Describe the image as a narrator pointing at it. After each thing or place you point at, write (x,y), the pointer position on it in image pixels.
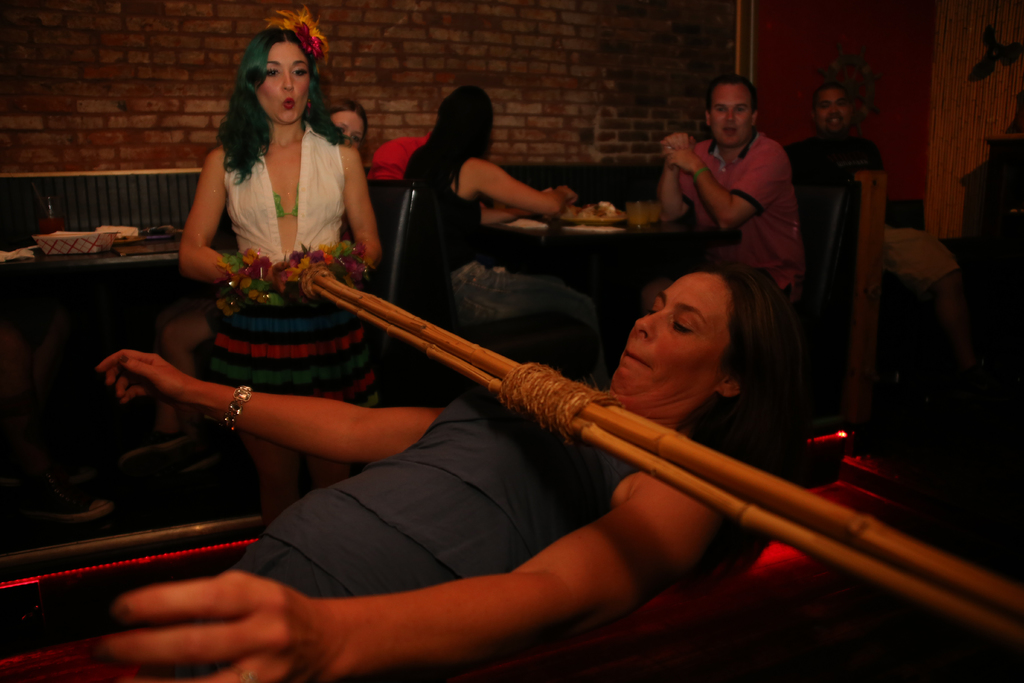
In this picture, we see the woman (288,196) is standing and she is holding the wooden sticks (423,338). In front of the picture, we see a woman (168,364). They might be performing. Behind them, we see the people (351,136) are sitting on the chairs (397,204). In front of them, we see the tables (65,263) on which the bowl (572,209) containing food items (599,206), glass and some other objects (511,226) are placed. Beside them, we see the railing (167,191). In the background (496,58), we see a wall (498,115) which is made up of bricks (626,100). Beside that, we see a wooden wall (932,161).
